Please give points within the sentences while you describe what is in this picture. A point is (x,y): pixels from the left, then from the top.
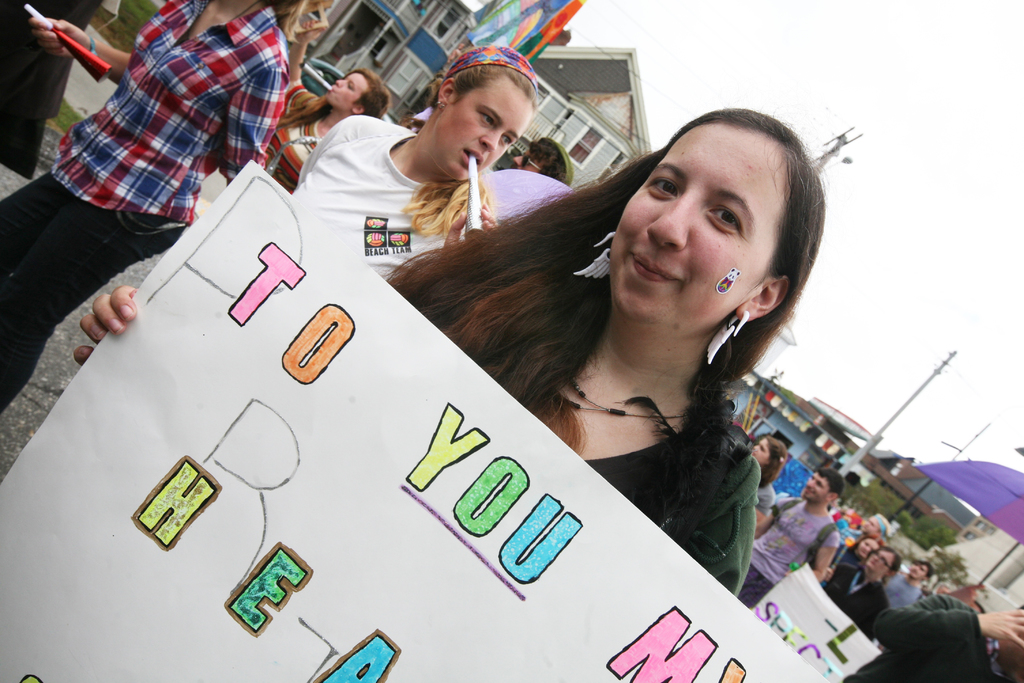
In the center of the image (485,242) there is a woman (620,332) holding a placard (524,537). In the background of the image (787,513) there are people (328,146) walking. There are houses (633,103). There are electric poles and sky (866,64).
